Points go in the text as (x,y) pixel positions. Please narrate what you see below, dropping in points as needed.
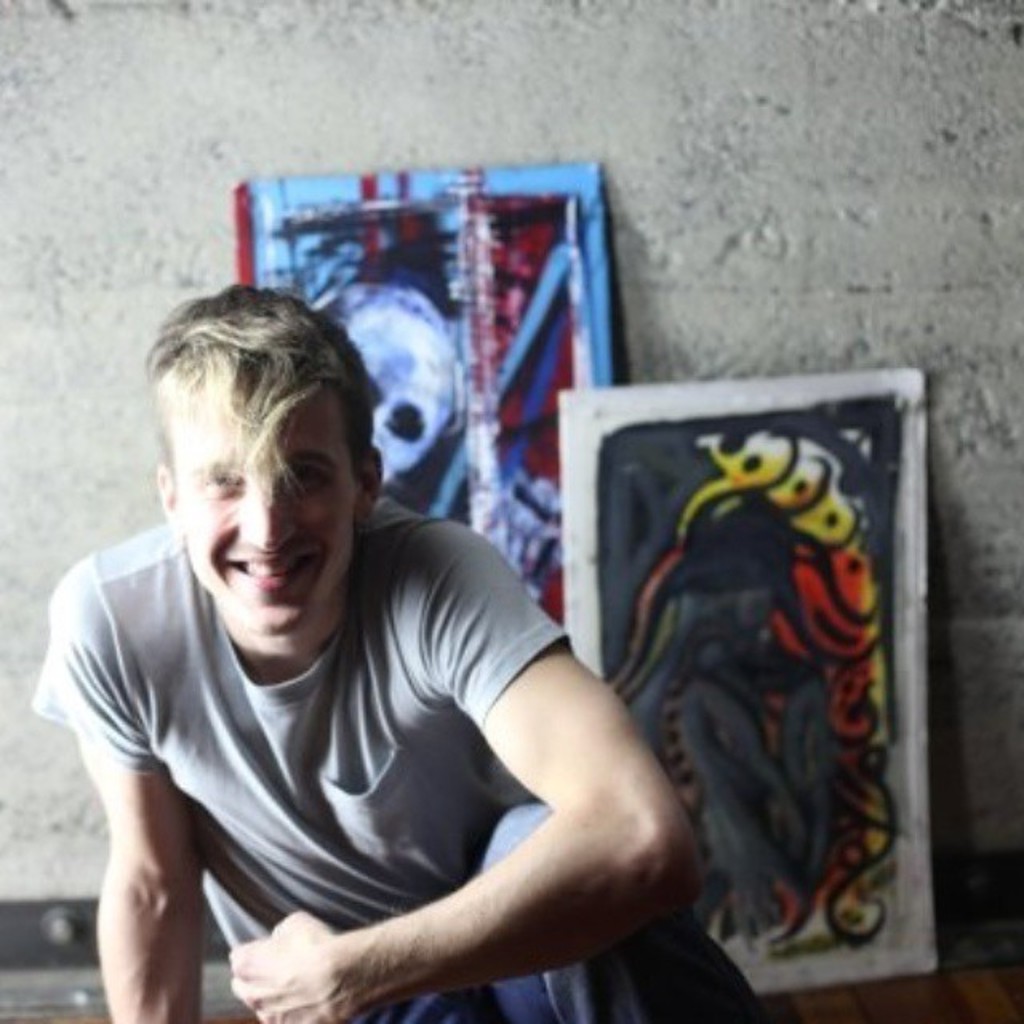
In this picture we can see a man (112,841) sitting and smiling and at the back of him we can see frames (477,299) and the wall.
